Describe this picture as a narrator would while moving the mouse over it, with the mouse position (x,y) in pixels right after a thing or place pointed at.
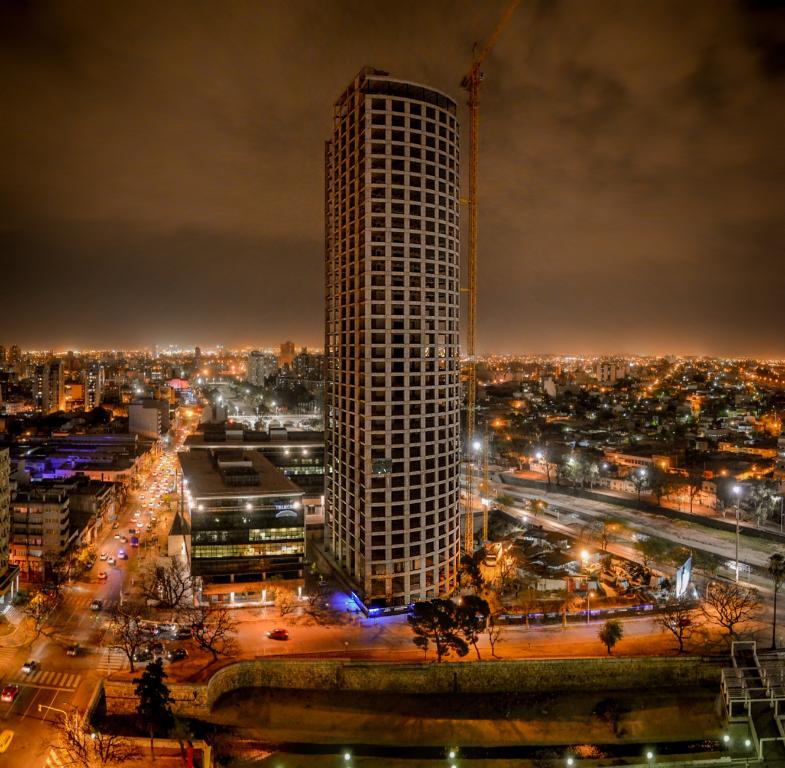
In the image in the center (365,418) we can see buildings (401,487), lights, poles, vehicles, trees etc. In the background (506,35) we can see the sky (448,86) and clouds (611,223).
